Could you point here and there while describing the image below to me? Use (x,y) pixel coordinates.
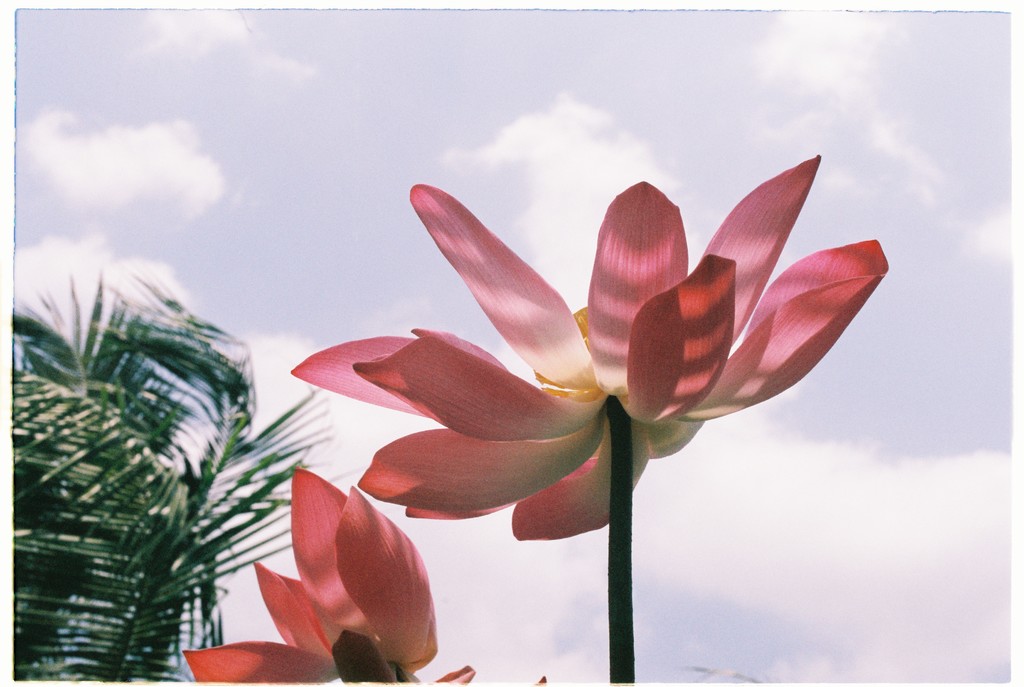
In this given picture, We can see sky (961,225), clouds (955,519) and a tree (153,521), two flowers (374,578) including stem (610,533).
